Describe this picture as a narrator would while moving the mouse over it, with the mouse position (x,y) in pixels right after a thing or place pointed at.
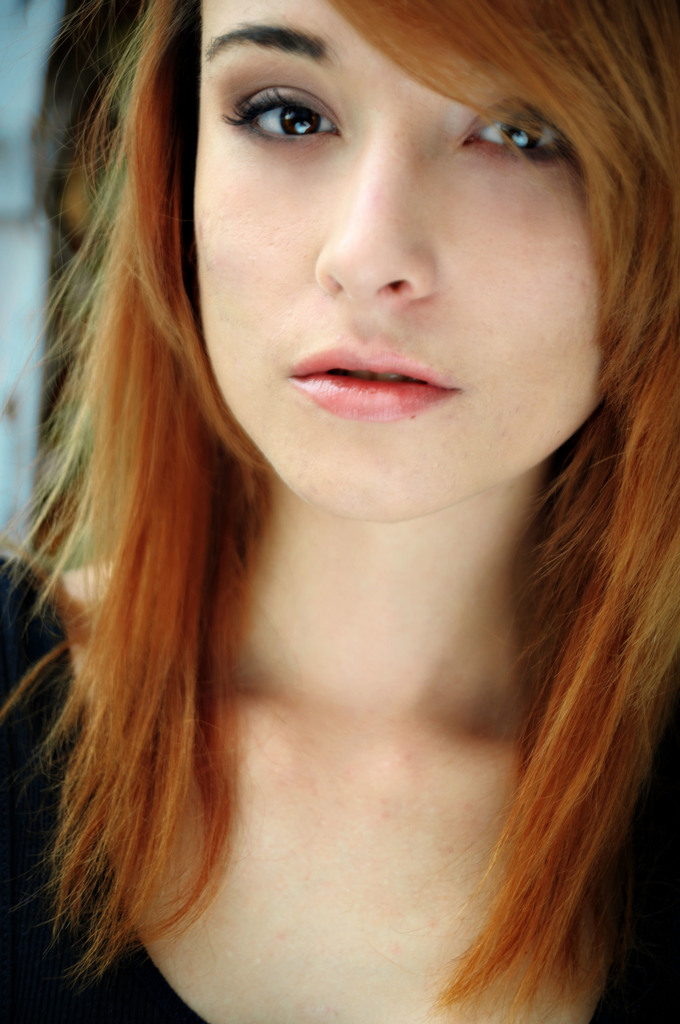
In this image I can see a woman (298,613). I can see she is wearing black colour dress (653,939).
